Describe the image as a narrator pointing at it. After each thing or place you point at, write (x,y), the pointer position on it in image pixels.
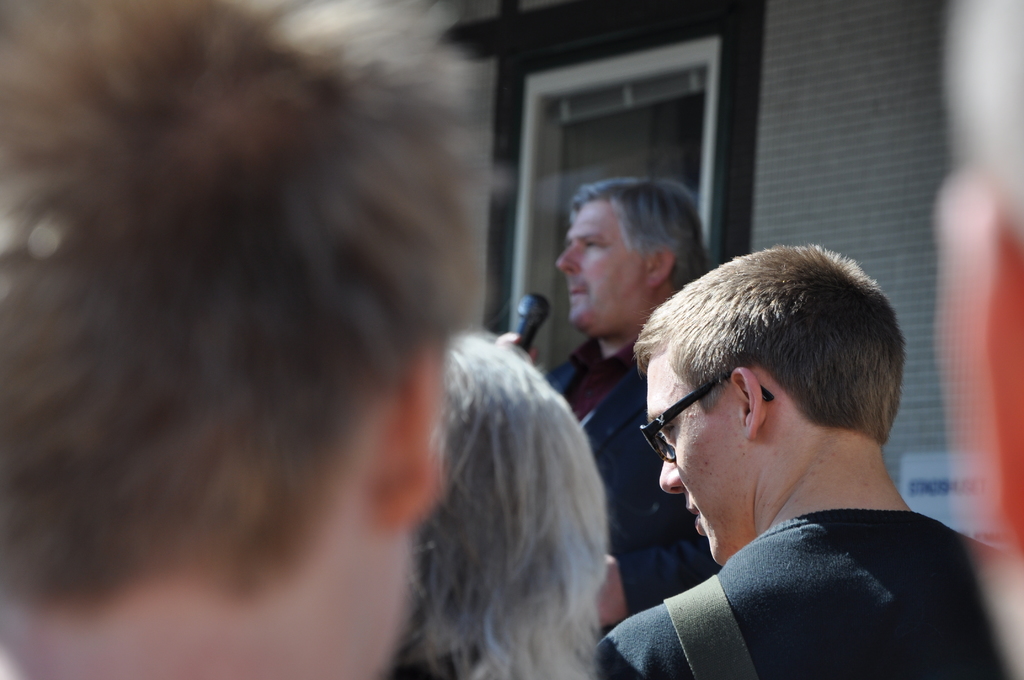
In the center of the image (620,375) we can see a man (600,338) is standing and wearing a suit (631,368) and holding a mic (543,317) and talking. On the left side of the image (129,448) we can see a person's head (147,319). At the bottom of the image (586,585) we can see two people (720,515) are standing. In the background of the image (554,9) we can see the wall (811,35), door (745,212), board (943,510). On the board (902,474) we can see the text (913,491). On the right side of the image (1010,97) we can see a person's head (951,279).
